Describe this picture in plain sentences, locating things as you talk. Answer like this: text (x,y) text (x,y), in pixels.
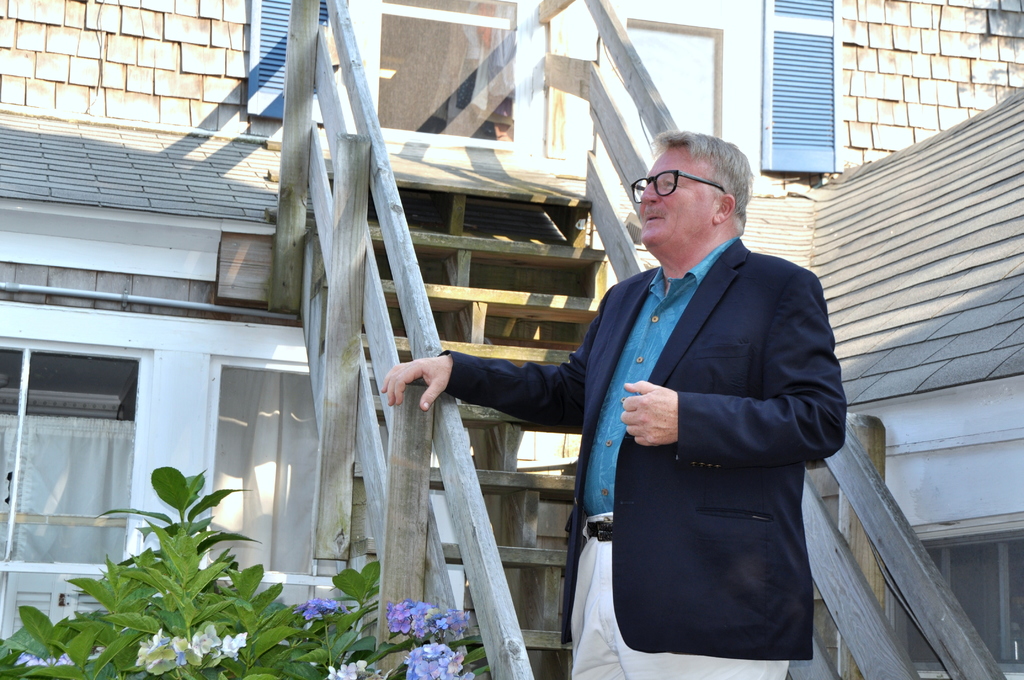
In the center of the image (630,304), we can see a person (667,322) standing and wearing glasses (662,190) and in the background (529,91), there is a building (772,93) and we can see some stairs (378,308), windows (236,477) and through the glass (96,467) we can see curtains (81,460). At the bottom (124,592), there are plants (219,590) with flowers (416,653).
